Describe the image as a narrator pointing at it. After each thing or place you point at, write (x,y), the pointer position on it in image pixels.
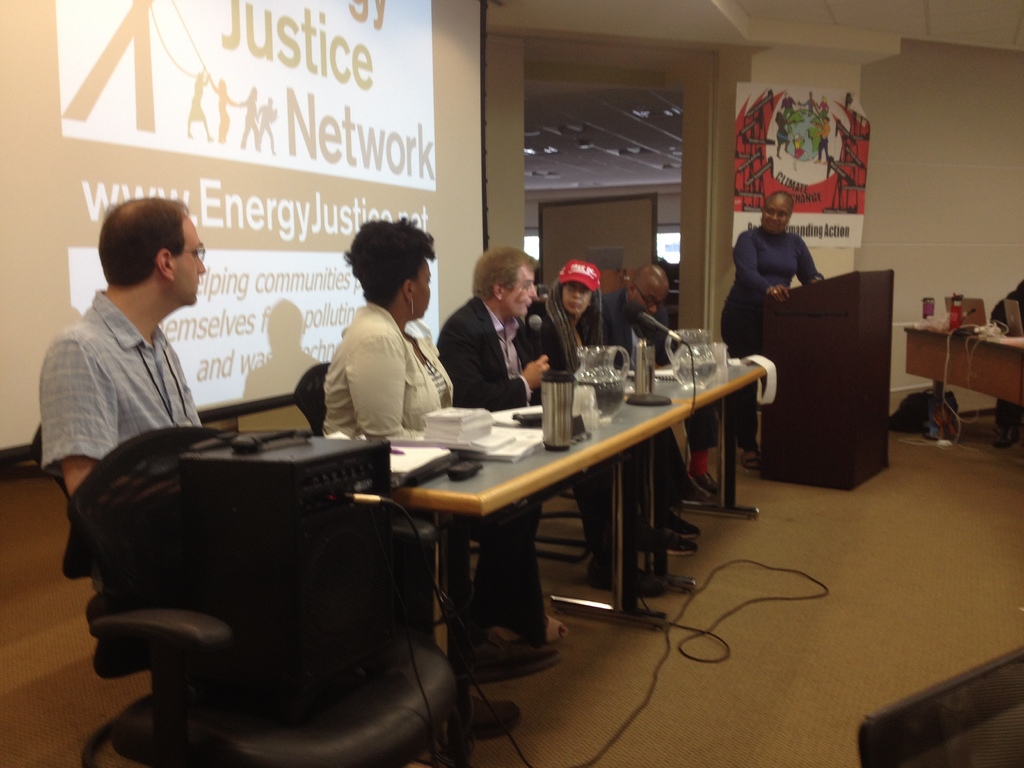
In this picture I can observe some people (146,420) sitting in the chairs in front of the table (674,392) on which there are some papers (528,432), glasses (720,364) and a mic (646,354) is placed. On the right side (786,283) there is a person (745,269) standing in front of a podium (807,391). Behind the person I can observe a poster (808,200) hanged to the wall (727,176). On the left side (98,99) there is a projector display screen (335,143).
